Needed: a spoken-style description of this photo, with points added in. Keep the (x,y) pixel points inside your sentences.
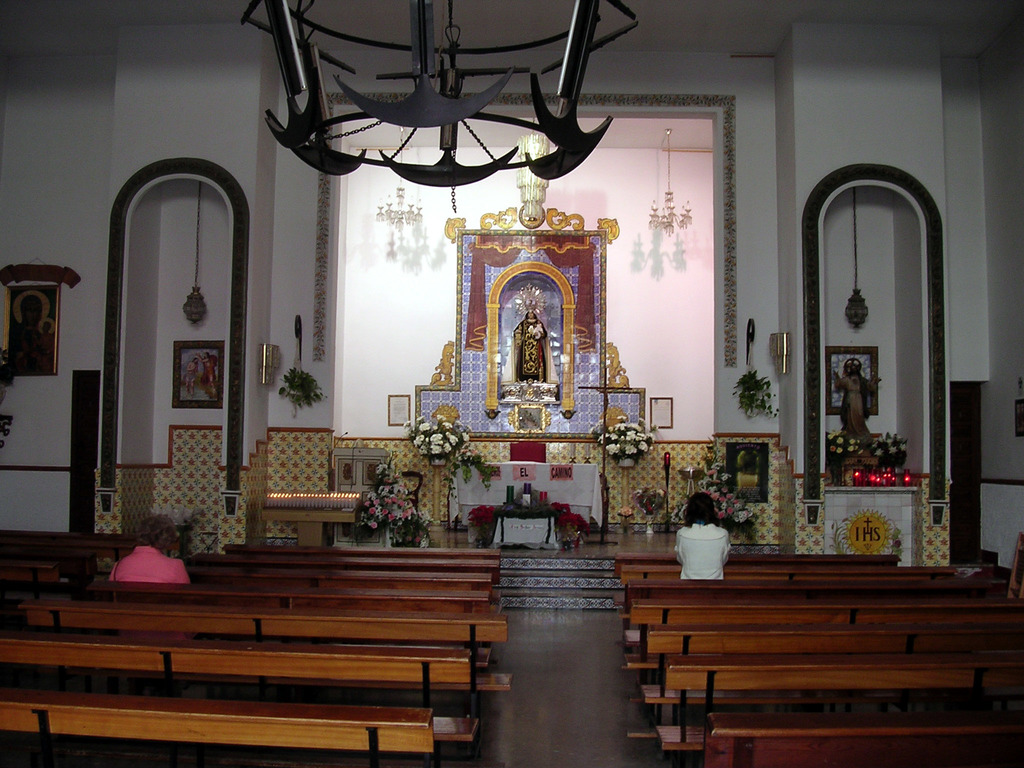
In this image in the middle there are empty benches (365,645) and in the background (703,565) there are persons (684,572) sitting and standing and there are flowers (612,457) on the wall (647,475), there are statues (842,402) and there are frames (36,340) on the wall (477,395). On the top (418,6) there are chandeliers (436,174) hanging.
